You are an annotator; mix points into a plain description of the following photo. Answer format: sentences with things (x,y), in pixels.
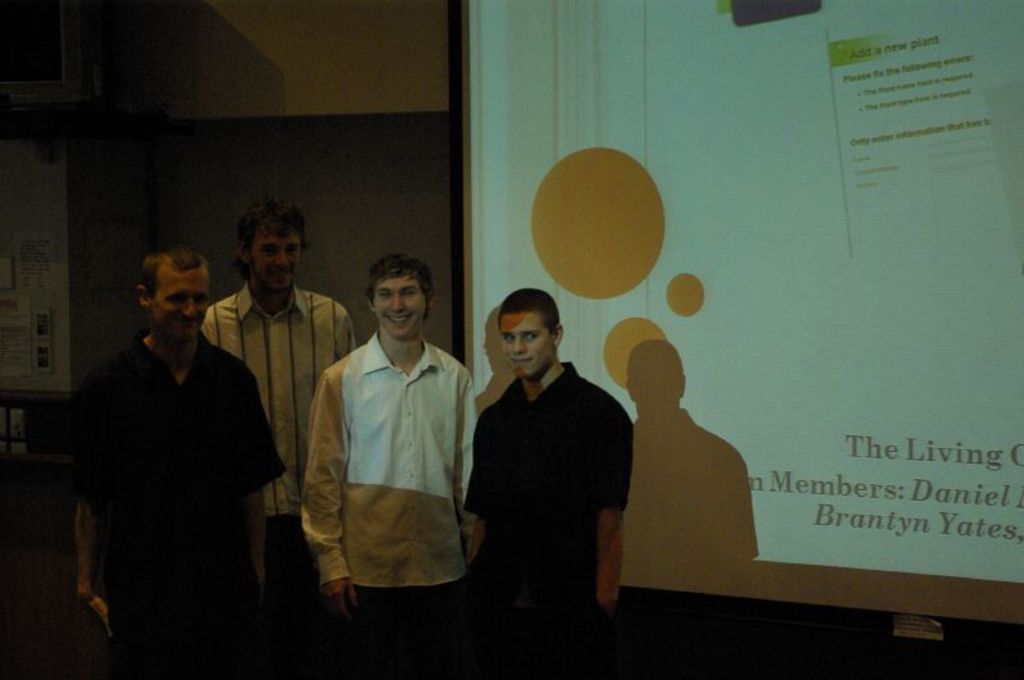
In this picture we can see there are four people (337,516) standing in a room (377,8) and behind the people (291,558) there is a projector screen (589,186) and a wall (377,8).
